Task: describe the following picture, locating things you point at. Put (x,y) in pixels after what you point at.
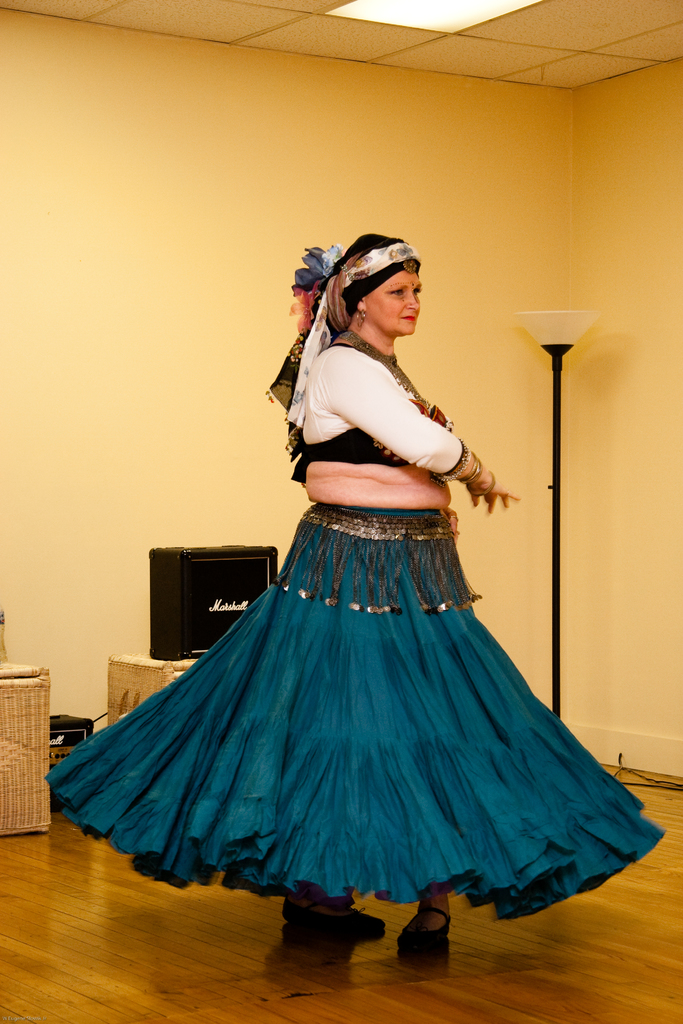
In the image there is a woman (310,453) in sea green frock (415,759) and white top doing belly dance on the wooden floor (1,892), behind her there are speakers (178,651) and there is a light (408,14) over the ceiling (395,30).
